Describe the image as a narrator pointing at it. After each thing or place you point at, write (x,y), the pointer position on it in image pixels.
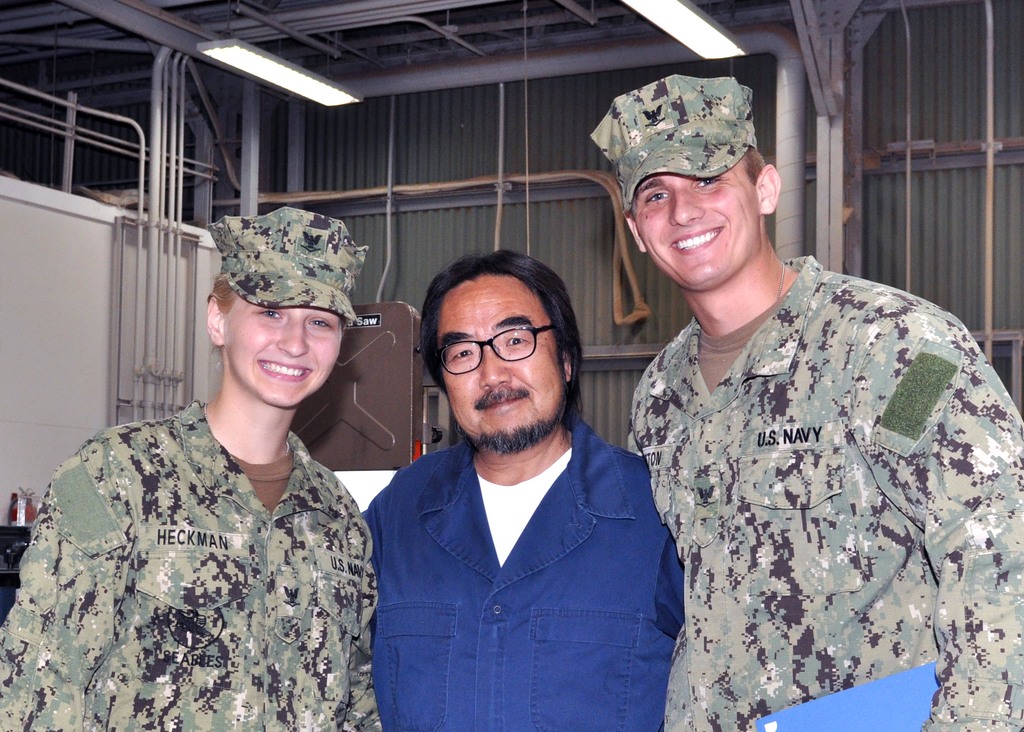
In this image there are three persons (432,566) behind them there is a wall (53,302).
